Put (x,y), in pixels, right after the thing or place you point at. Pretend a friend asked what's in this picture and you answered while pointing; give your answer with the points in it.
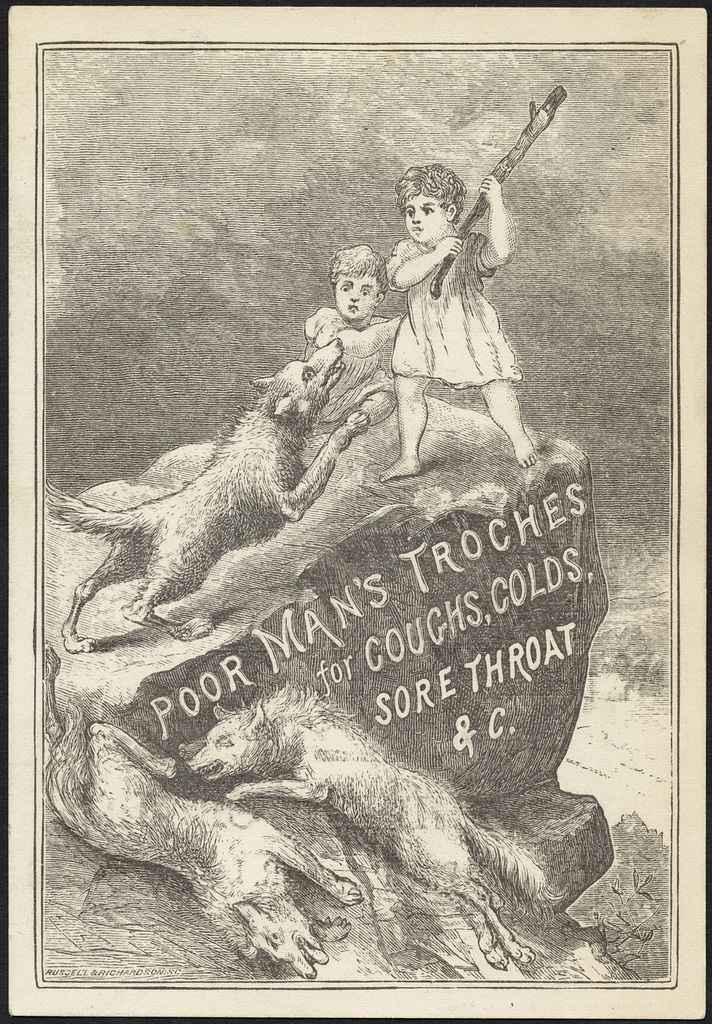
This is black and white poster where we can see two children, foxes (151,827), rock (460,419) and some text (479,629).
